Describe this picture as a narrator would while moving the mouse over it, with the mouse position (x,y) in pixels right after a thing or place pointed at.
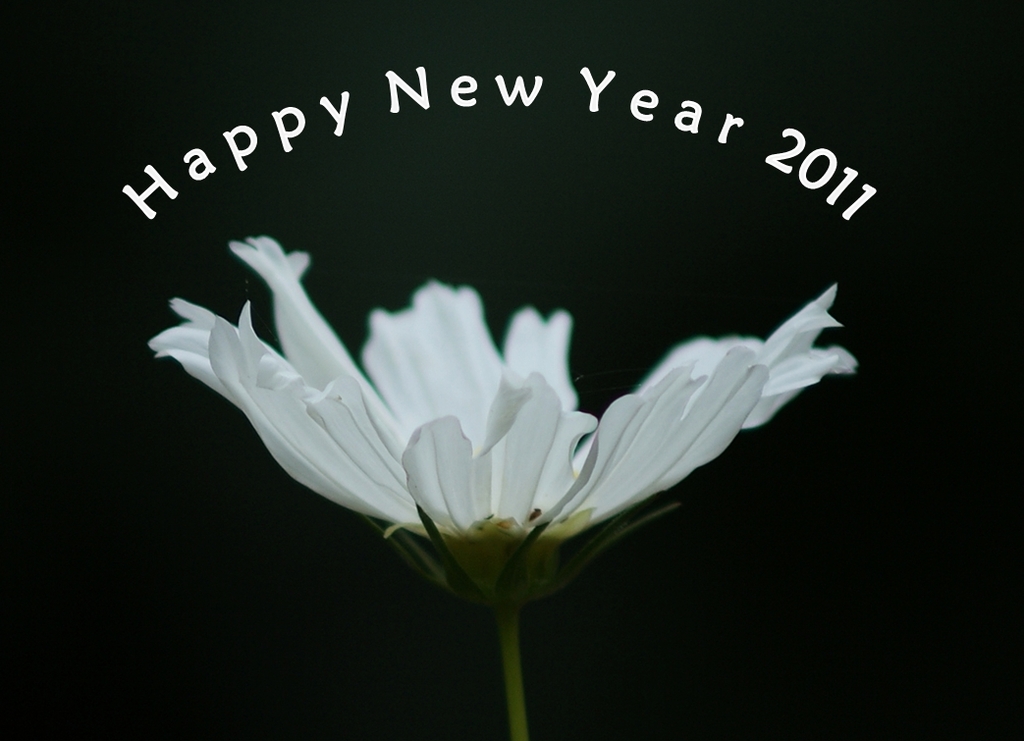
There is a flower (500,502) with a black background (46,194) and there are new year wishes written above the flower (345,456) of the year 2011.
